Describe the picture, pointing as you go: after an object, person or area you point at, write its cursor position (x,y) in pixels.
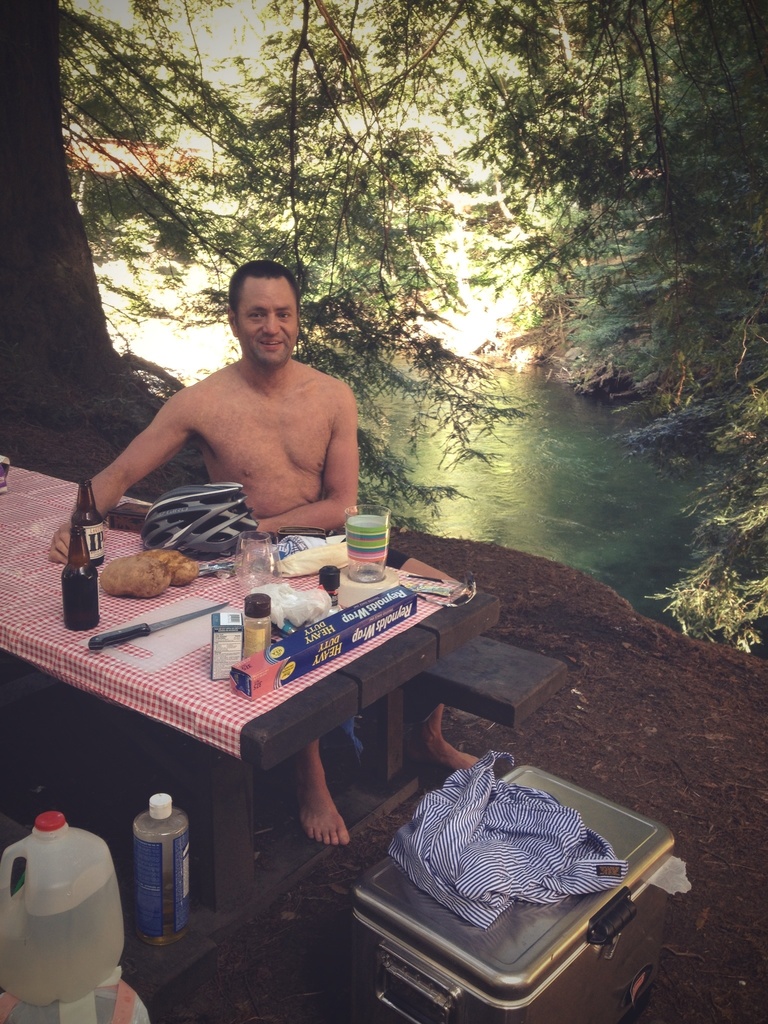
a person (307,396) is sitting, in front of him there is a table (342,695) on which there is a knife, bottle (78,504), glass (262,553) are present. behind him there are trees (442,282) and water (572,451). at the right (530,933) front there is box (541,968) and shirt (492,840) on it.
